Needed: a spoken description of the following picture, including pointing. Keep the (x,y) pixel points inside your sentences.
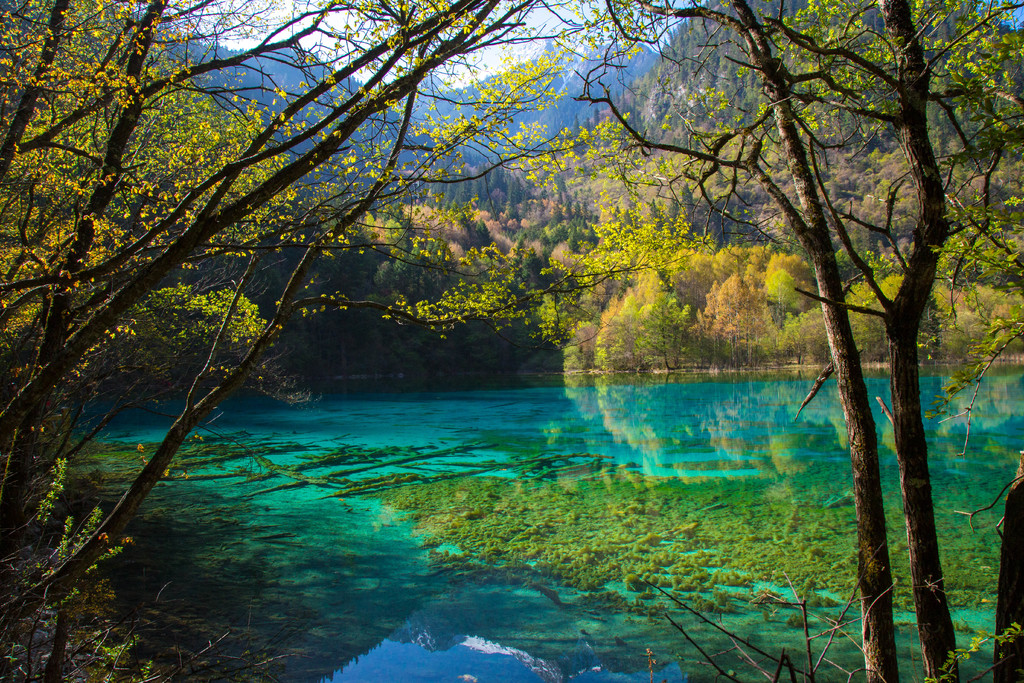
There is a pond (459,529) at the bottom of this image (509,532) and there are some trees (415,271) in the background (782,343).
